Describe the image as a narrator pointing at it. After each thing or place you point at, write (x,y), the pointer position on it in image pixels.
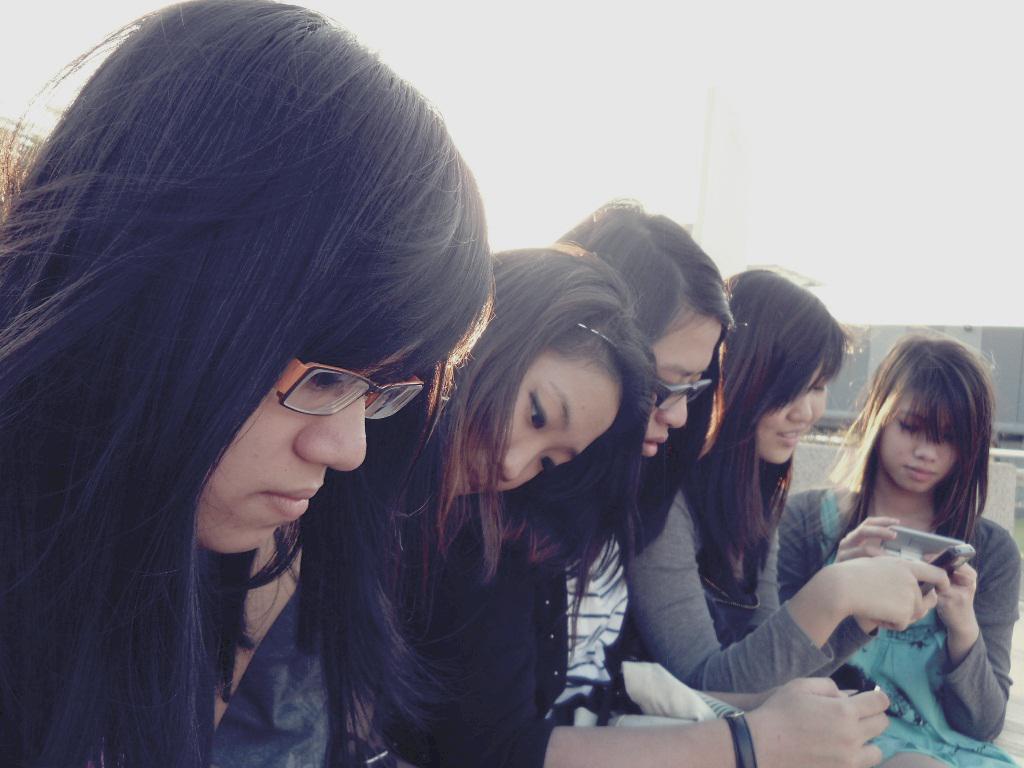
In this picture we can see there are groups of people (328,600) on the path (1014,722) and some people (736,544) holding the mobiles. Behind the people (600,413) there is an object (827,430) and a sky (701,132).
